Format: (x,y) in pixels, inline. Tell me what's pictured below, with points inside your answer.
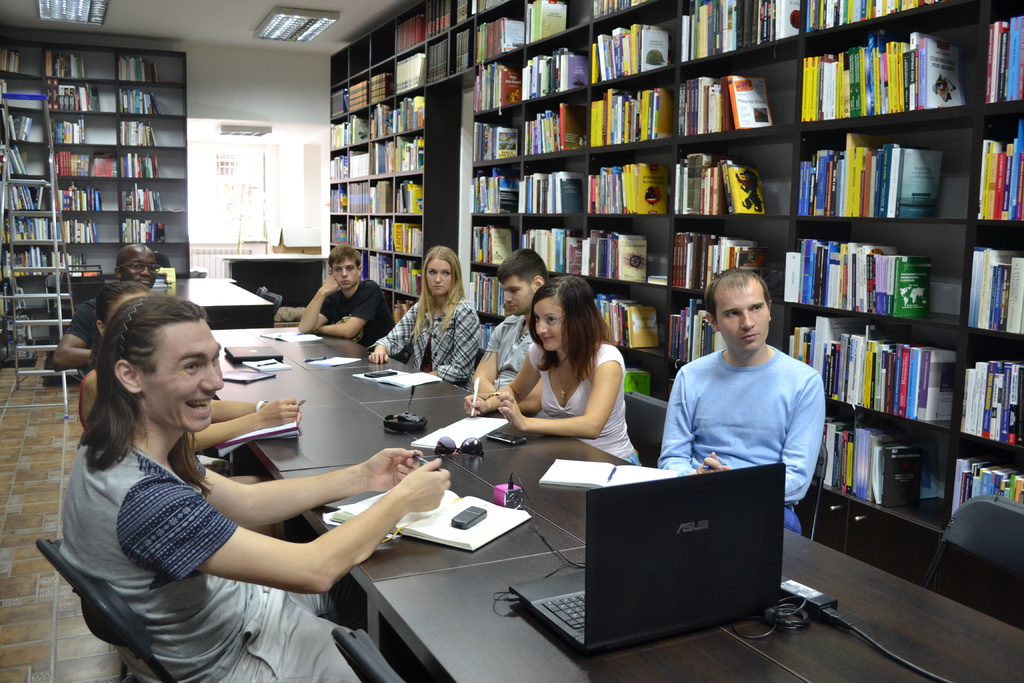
In this image there are few people (193,451) sat on their chairs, in front of them there is a table (577,510), a few are holding pens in their hands (440,475). On the table (539,633) there is a laptop (629,603), books (404,530), mouse (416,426), mobile (513,438) and a few other objects (468,444). On the right side of the image (865,312) there are books (997,295) arranged in a rack (661,224). In the background (92,194) there is another rack (79,211) with books (77,193). At the top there is a ceiling (244,18).
